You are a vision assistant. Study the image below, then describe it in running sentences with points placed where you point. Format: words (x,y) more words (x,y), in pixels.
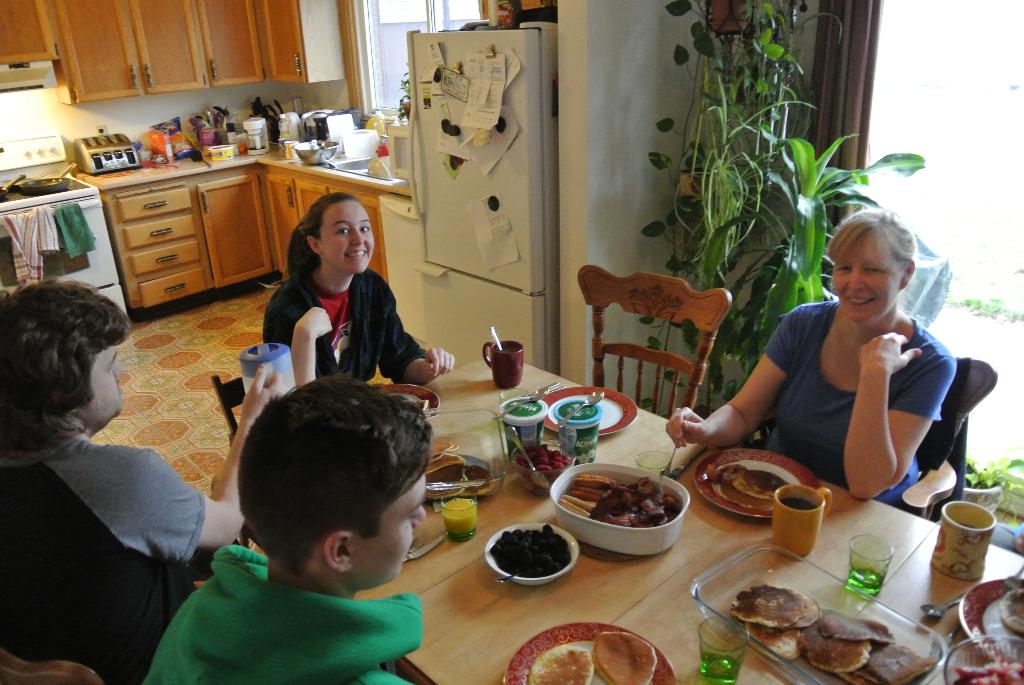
In this image i can see few people (319,426) sitting on chairs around the dining table (589,588), on the dining table (523,606) i can see many food items (619,515) in the bowls (610,469) and few cups (813,547). In the background (201,222) i can see the kitchen table (209,196), stove (18,205), refrigerator (421,204) and plants (714,182).
